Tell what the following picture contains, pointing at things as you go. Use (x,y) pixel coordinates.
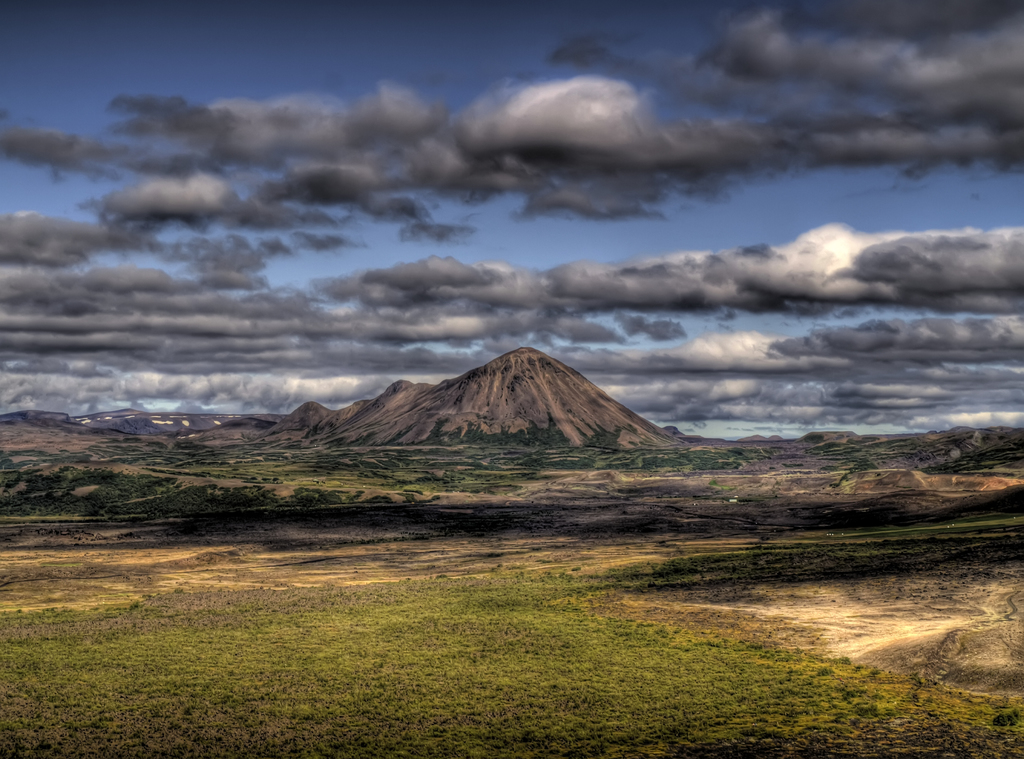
In this image we can see a land (595,542) and mountain (548,390). The sky (449,123) is in blue color with black clouds (84,309).
